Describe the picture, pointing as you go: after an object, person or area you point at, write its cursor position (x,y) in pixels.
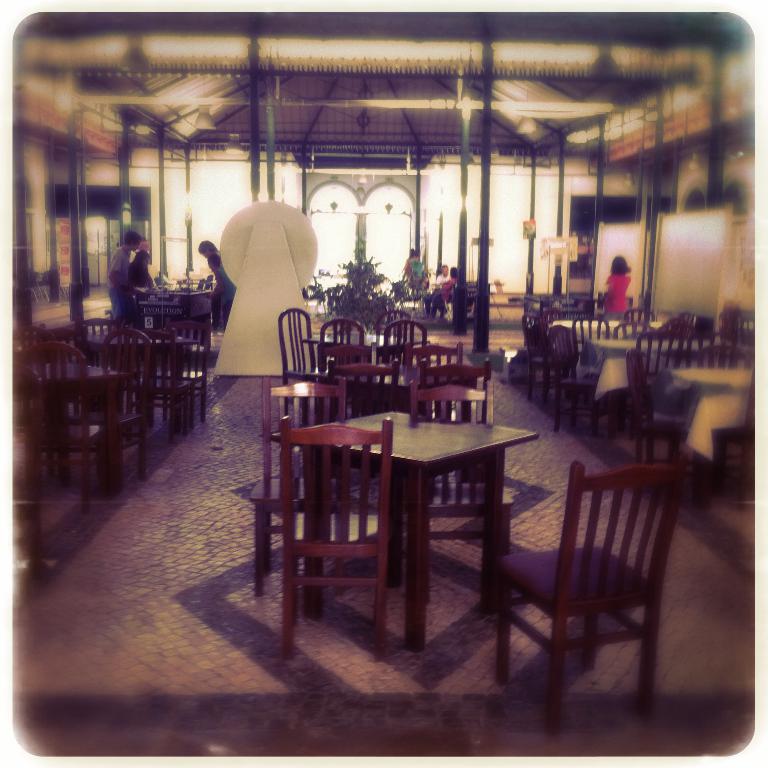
In this picture we can see some people (442,277) are sitting and some people (417,277) are standing. In front of the people (119,260) there are tables (489,515) and chairs (464,415). Behind the tables (488,503) there is a houseplant (367,280), pillars (482,174) and boards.
